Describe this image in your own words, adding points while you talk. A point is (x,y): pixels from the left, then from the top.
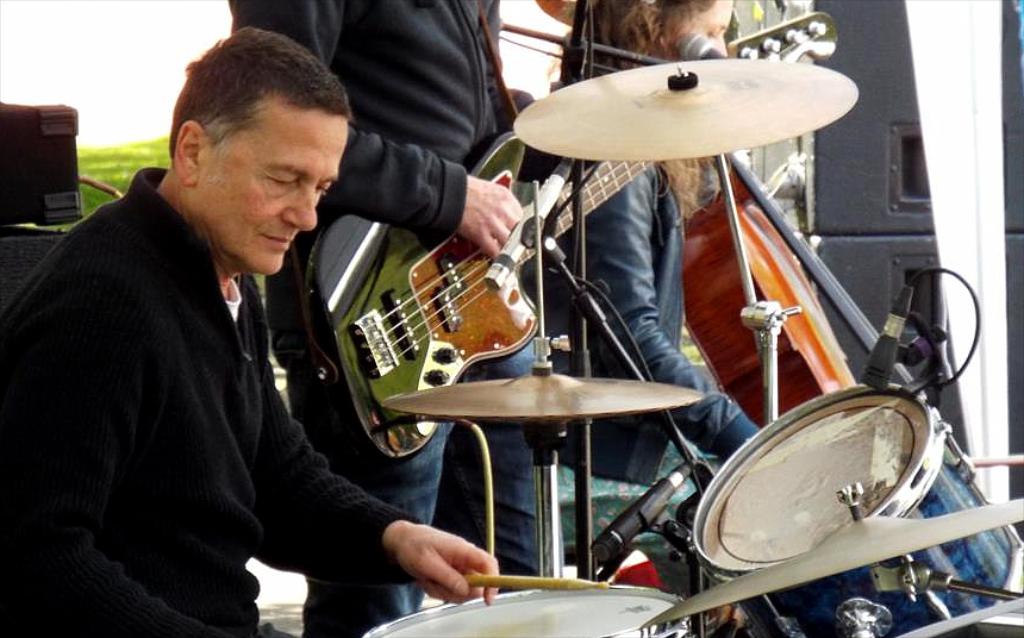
As we can see in the image there is a sky (78,48), grass (107,158), three people (249,222) over here. Two of them (406,147) are holding string instruments (750,257) and the man (238,258) on the left side (247,307) is wearing black color jacket (235,503) and playing musical drums (845,418).
